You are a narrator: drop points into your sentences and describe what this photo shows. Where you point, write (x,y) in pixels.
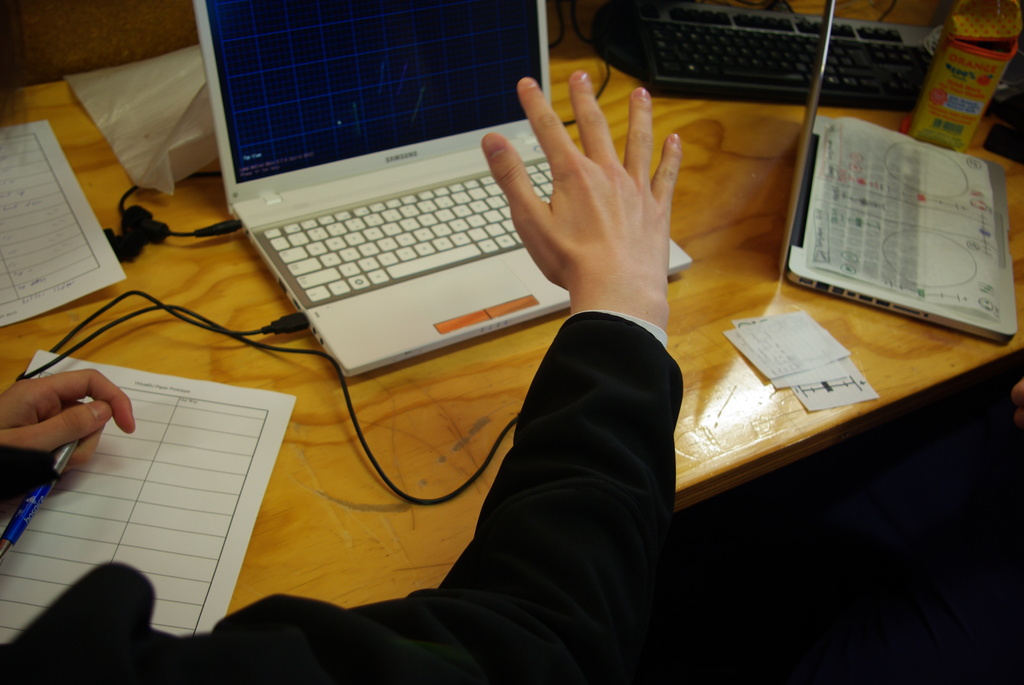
In this picture there is a person (607,626) sitting and holding the pen (14,542) and there are laptops (340,97) and there is a keyboard (796,20) and there are papers (27,575) and there are objects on the table (347,472).
